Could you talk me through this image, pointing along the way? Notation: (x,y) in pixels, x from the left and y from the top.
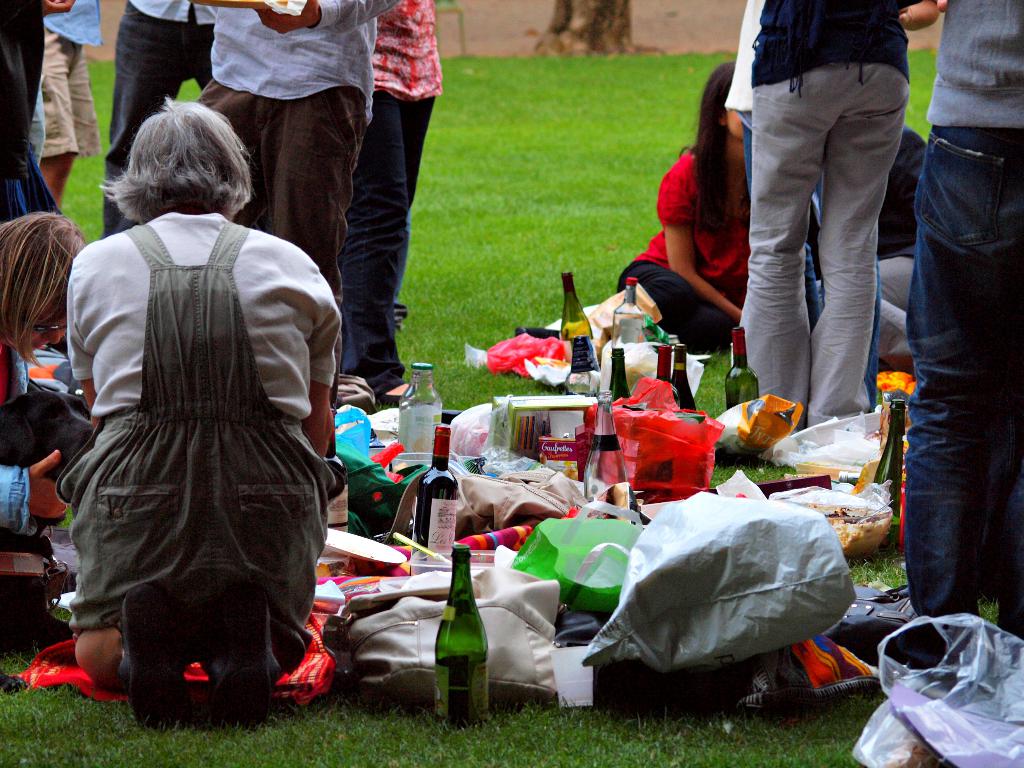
In this picture there are many people (197,327) sitting on the grass (507,185) with food eatables (767,441) on the floor (486,393). There are people (54,59) in the background (314,44) who are standing.
